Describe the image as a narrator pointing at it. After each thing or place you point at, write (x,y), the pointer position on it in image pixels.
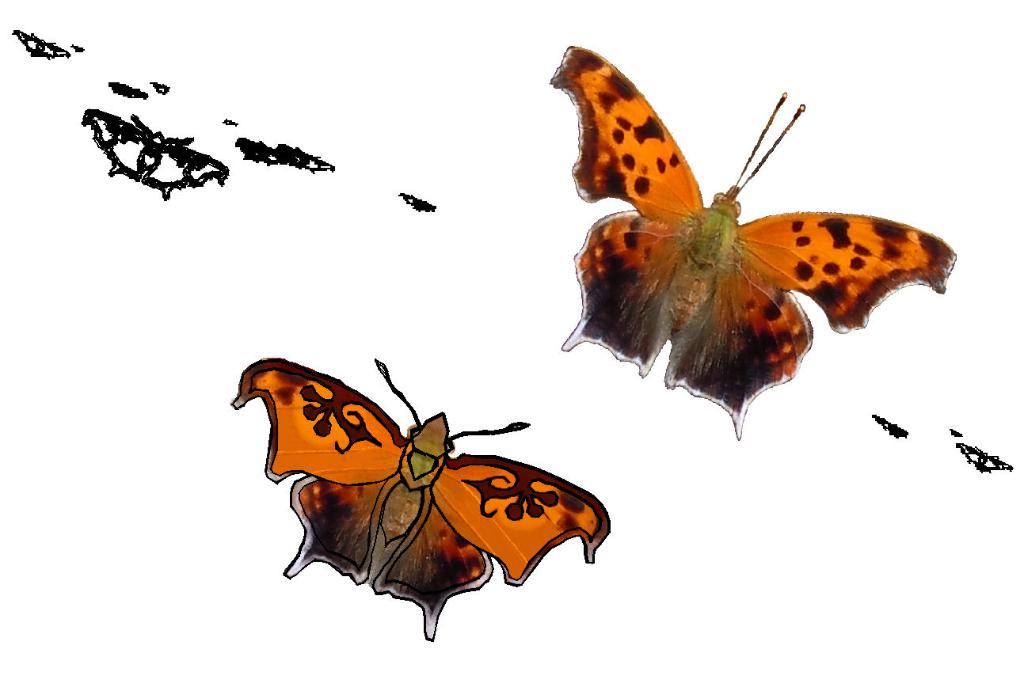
In the image we can see some butterfly paintings (914,249).
